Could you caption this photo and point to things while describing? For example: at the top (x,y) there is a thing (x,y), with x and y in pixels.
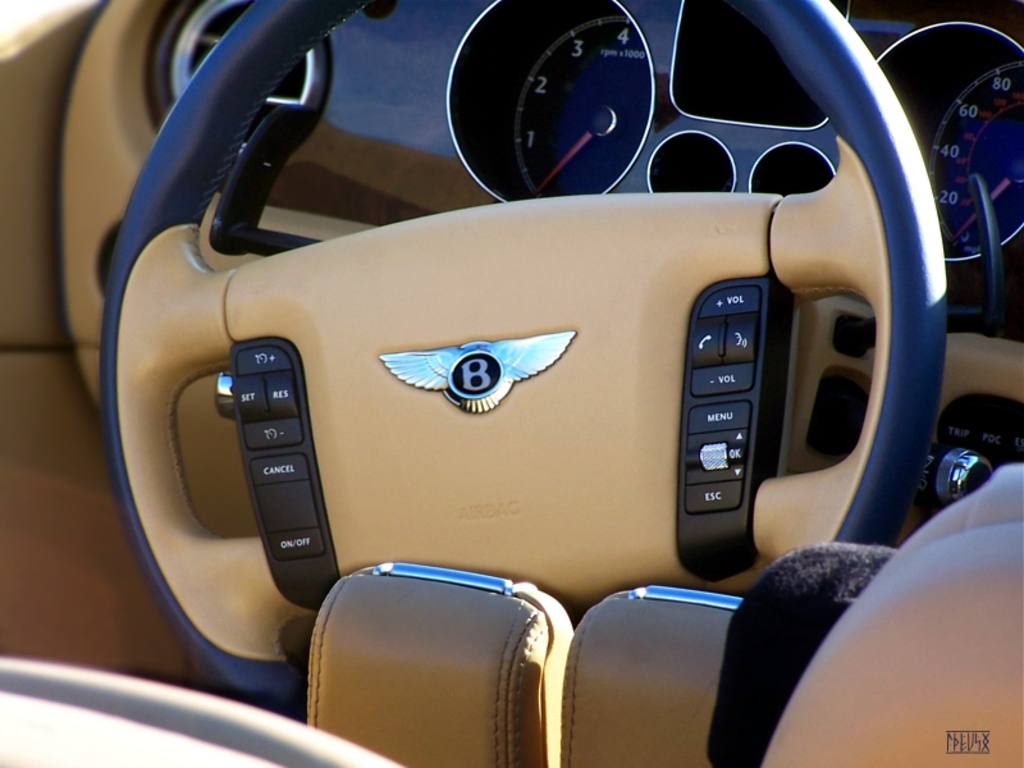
This is the inner view of a vehicle (915,298). In this we can see, there is a steering wheel (893,377) on which there are buttons (718,394), there are speedometers (993,135), there is a seat (930,683) and other objects (815,432).
